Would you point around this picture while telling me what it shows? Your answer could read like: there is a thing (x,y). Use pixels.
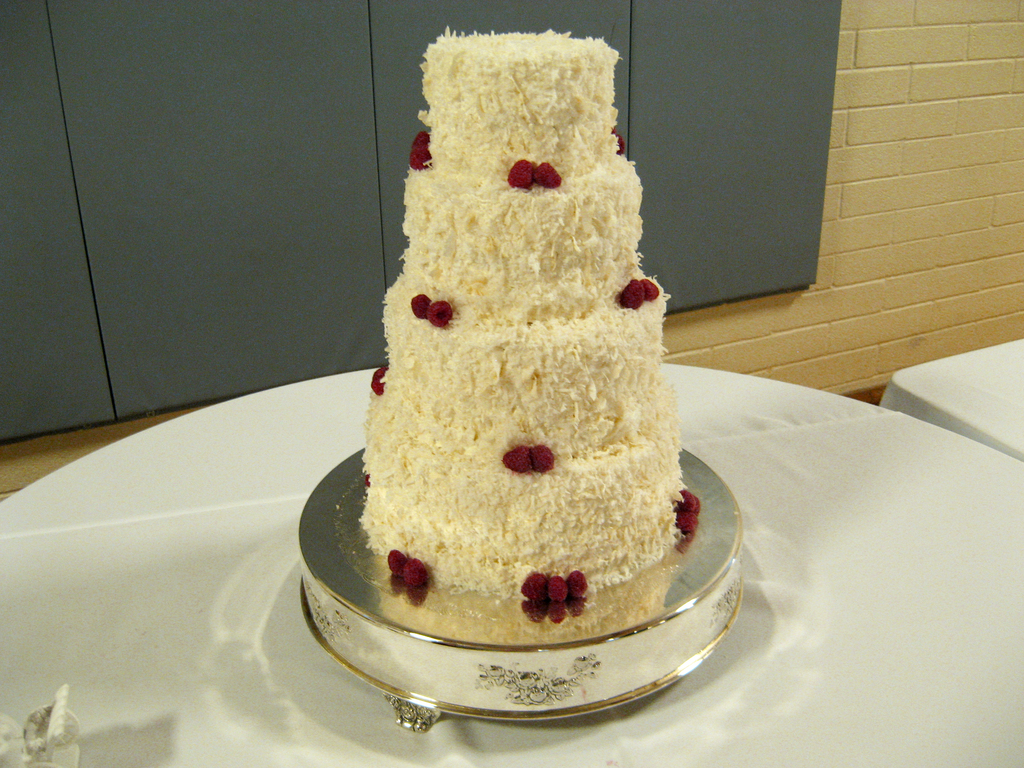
In this image I can see the white colored table (857,634) and on it I can see a metal object (607,619) and on the metal object (607,619) I can see a cake (554,402) which is cream and red in color. In the background (925,151) I can see the cream and grey colored surface (855,147) and another table (972,380) which is white in color.
